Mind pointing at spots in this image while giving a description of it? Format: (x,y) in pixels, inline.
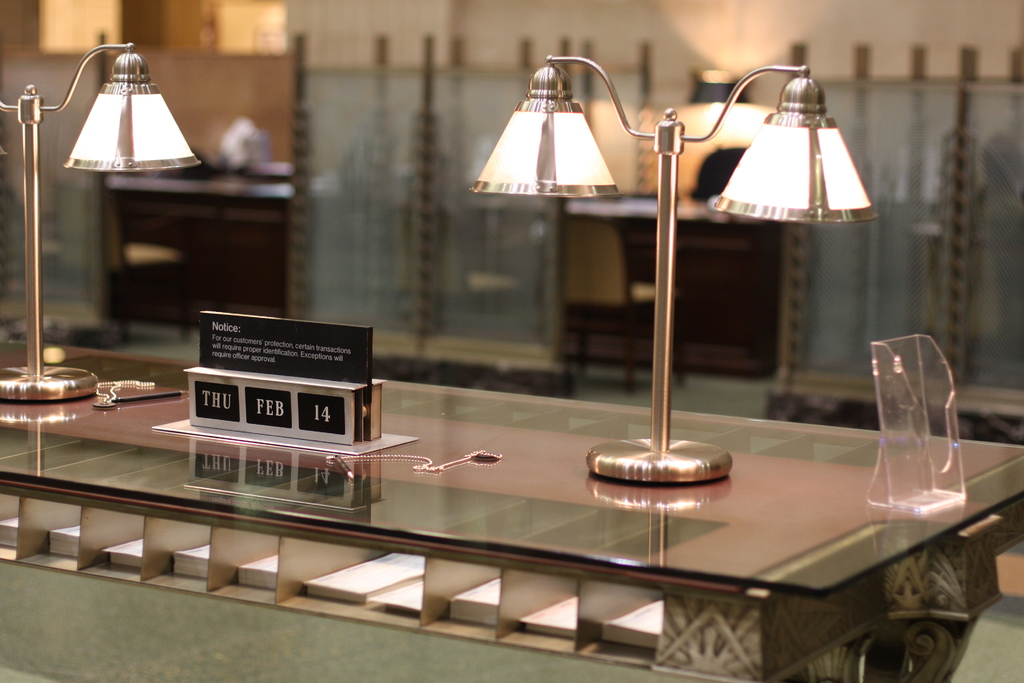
On the left side (144,115), there is a light (144,91) attached to a small pole (41,218) which is on a glass table (35,413), on which there is a calendar (321,445) arranged. On the right side (839,153), there are two lights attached to a small pole (660,219) which is on the glass table (623,504). Beside this small pole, there is an item (945,498) on the table (972,486). And the background (68,31) is blurred.
